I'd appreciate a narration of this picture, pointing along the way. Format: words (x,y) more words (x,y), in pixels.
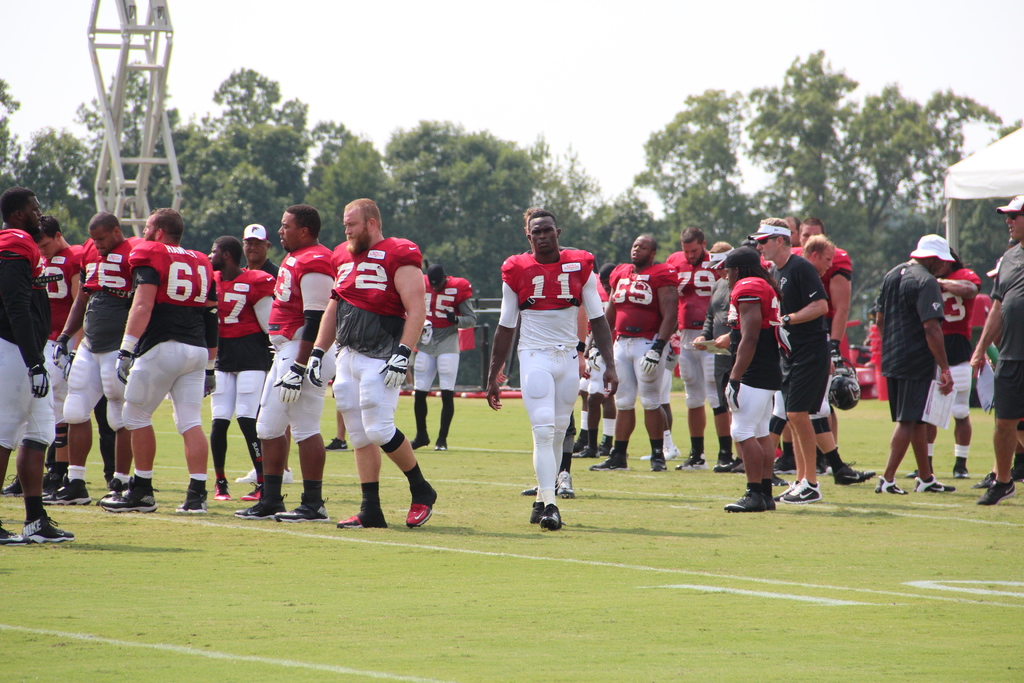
In the center of the image (499,349) we can see a group of people (438,313) are standing. And we can see a few people (771,328) are wearing caps (755,248). And we can see a few people (789,327) are holding some objects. And we can see a few people (621,280) are in red color t shirt (667,283) and few are in black t shirt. In the background (666,213) we can see the sky (291,77), clouds (455,104), trees (427,164), grass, one pole (92,46), tent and a few other objects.
